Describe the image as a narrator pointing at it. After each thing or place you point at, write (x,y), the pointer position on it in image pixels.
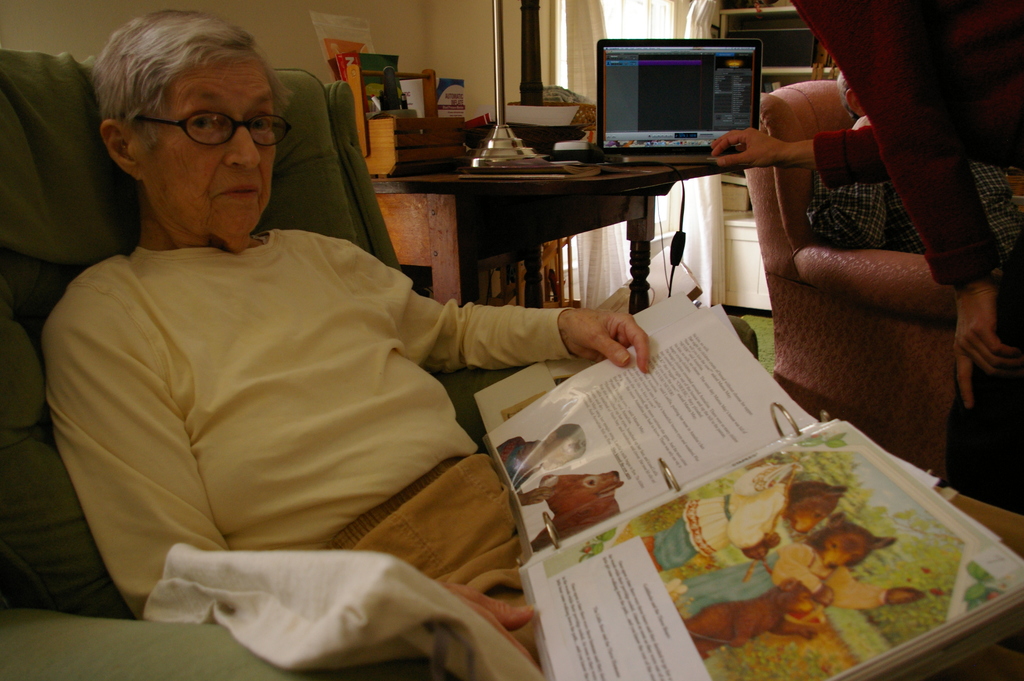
In the center of the image (343,245) we can see one woman (327,401) sitting on the sofa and she is holding a book (650,524). And we can see one cloth (291,599) on the sofa (217,629). In the background (484,7) there is a wall (354,8), table (542,196), curtains (692,207), sofa (783,227), one person (824,223) sitting on the sofa (842,262), one person (941,143) standing and holding some object (651,157) and a few other objects (579,164). On the table (582,181), there is a monitor (704,138), keyboard (707,161), stand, basket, books (596,165) etc.
